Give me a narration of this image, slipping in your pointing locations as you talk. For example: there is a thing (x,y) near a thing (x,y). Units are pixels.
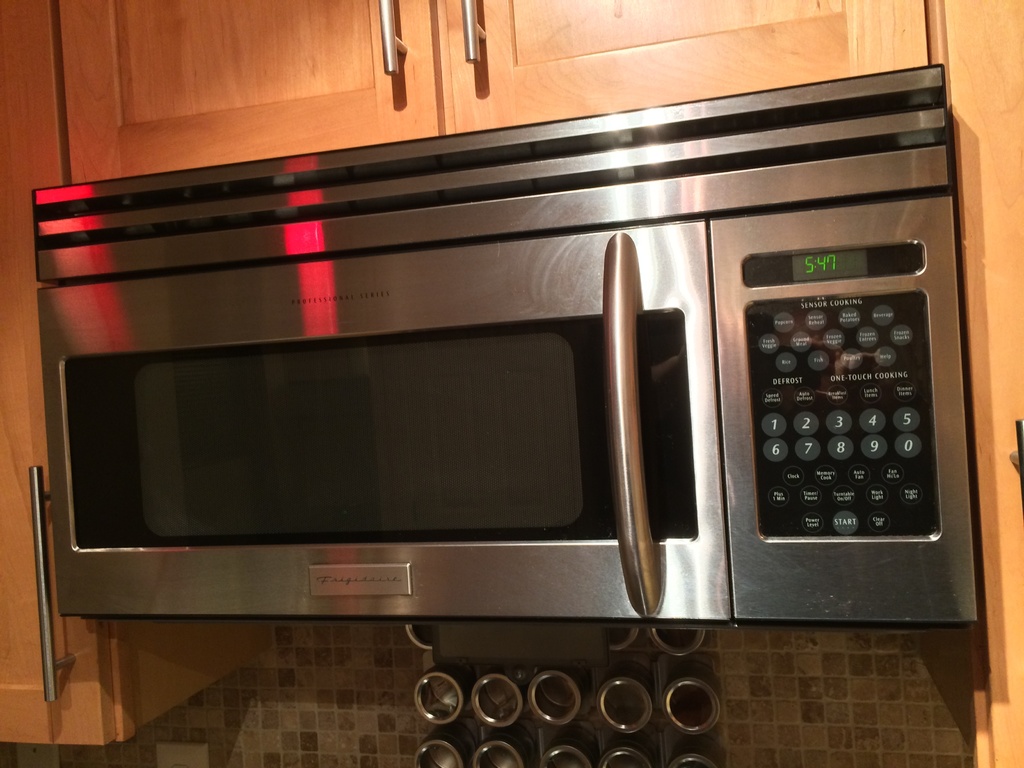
In this picture I can see there is a oven (339,329) and it has a door (377,417) and there are few buttons (817,324) on to right (839,266) with a display screen (897,274) and there are shelves (33,620) around the micro oven (260,497).
